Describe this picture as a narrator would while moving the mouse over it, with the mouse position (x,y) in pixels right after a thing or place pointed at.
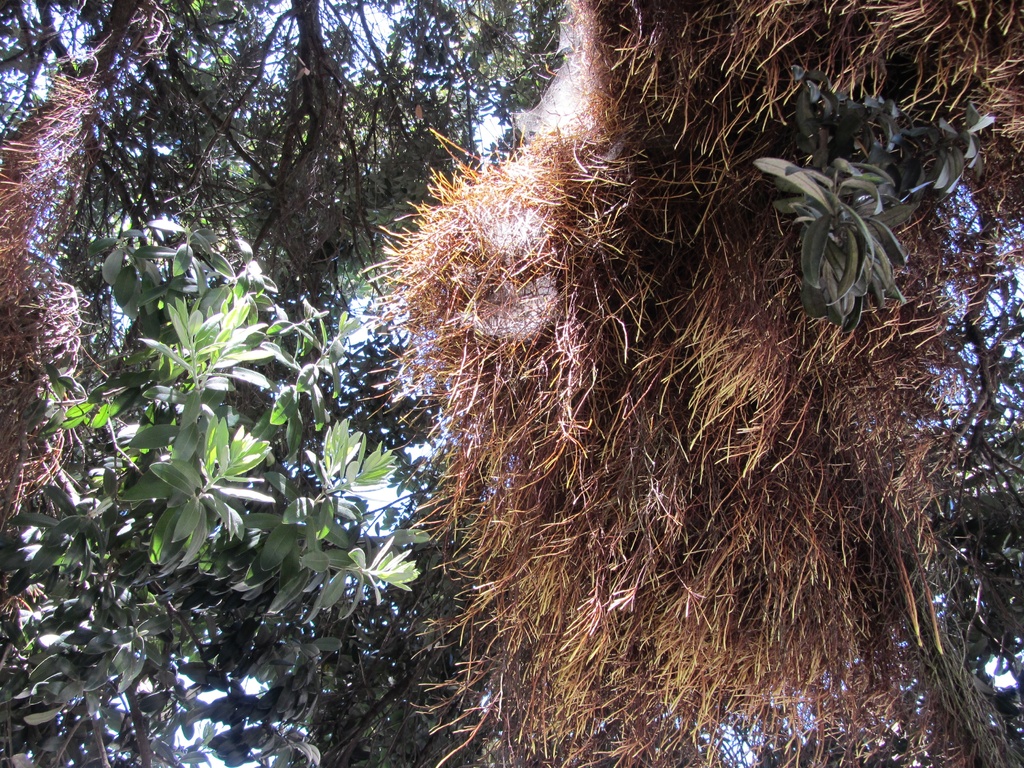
In the center of the image (635,340) we can see the sky (521,11), trees (538,16), grass (794,484) and a few other objects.
